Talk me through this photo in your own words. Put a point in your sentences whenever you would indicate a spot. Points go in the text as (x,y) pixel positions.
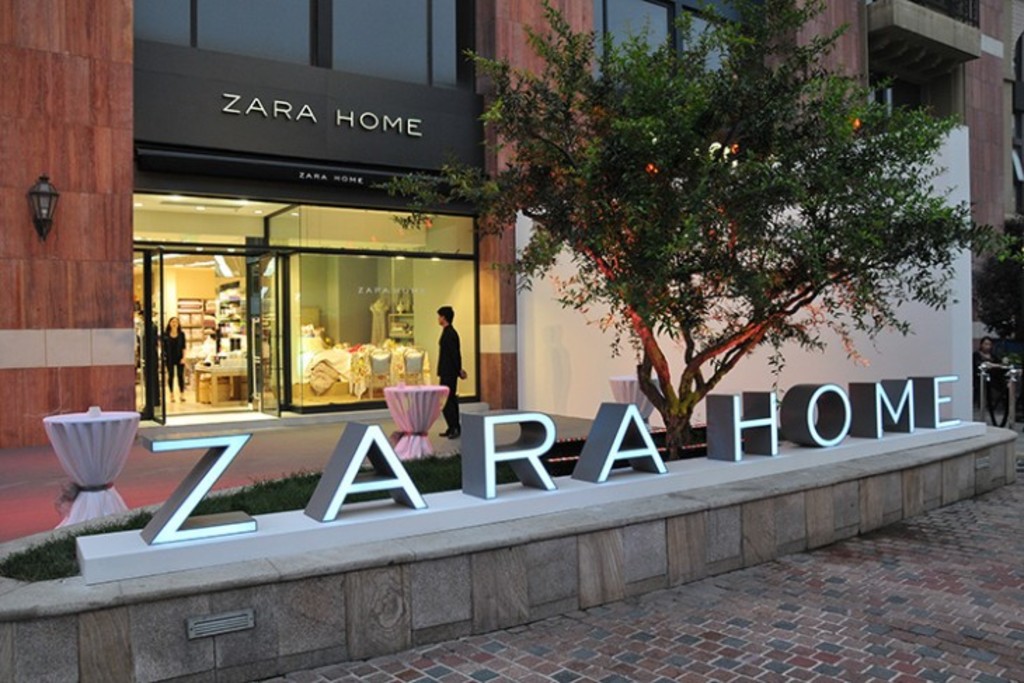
The picture is taken outside a city. In the foreground of the picture (538,413) there are grass (301,485), plant (683,449) and hoarding (755,417). In the background (425,367) there is a building (291,310). In the center of the background (305,275) there is a store (300,303), in the store (319,331) there chairs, lights (228,275), tables (217,366) and people (449,345). On the left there is a lamp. On the right (985,349) there are trees (1001,334) and a person (995,359).
